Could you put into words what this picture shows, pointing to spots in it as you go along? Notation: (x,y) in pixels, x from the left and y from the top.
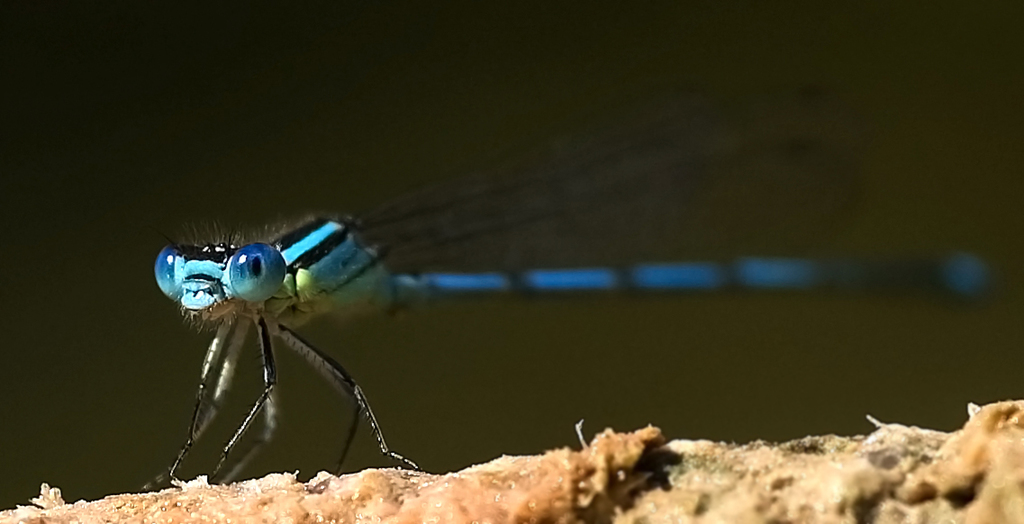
In this image we can see an insect (480,276) on the ground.
